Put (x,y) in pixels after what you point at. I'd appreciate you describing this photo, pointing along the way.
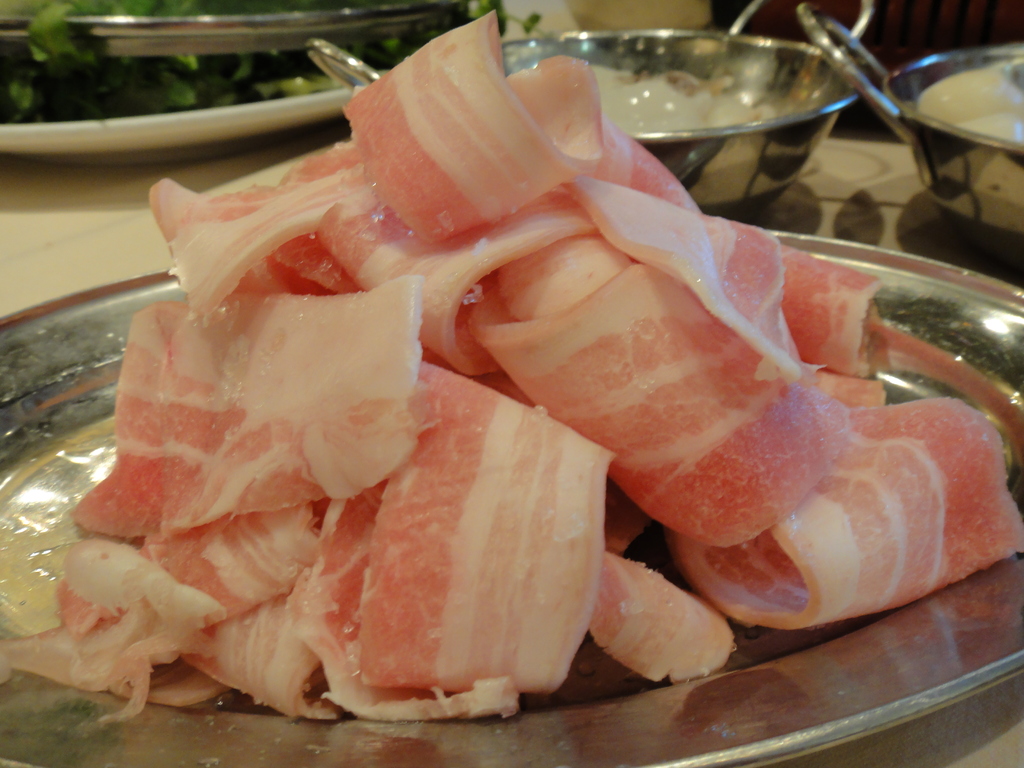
In this image there is one table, on the table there are some plates (908,291). In the foreground (199,680) there is one plate (82,315), on the plate (68,693) there is some food item (680,317) and in the background (778,90) there are some bowls (917,118).
